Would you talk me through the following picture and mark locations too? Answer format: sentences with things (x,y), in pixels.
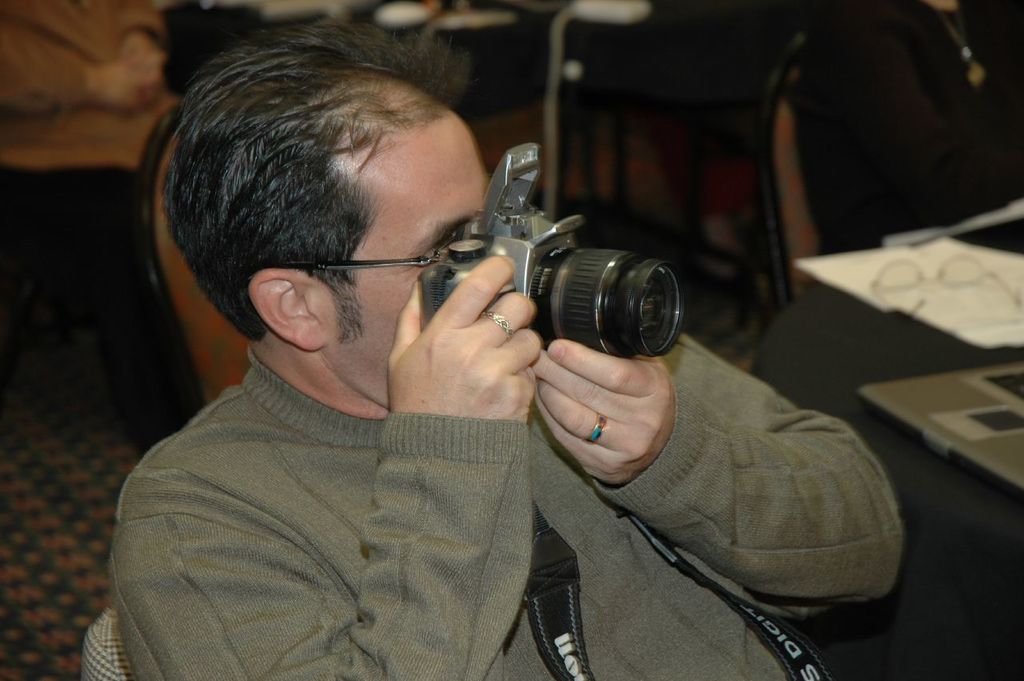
In this image we can see a man (500,379) is holding a camera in his hands (490,339). In the background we can see few persons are sitting on the chairs (180,273) and on the table (942,344) there are objects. On the right side (963,289) we can see spectacles (958,277) on a paper (948,301) and a laptop (948,396) are on the table (878,680).
